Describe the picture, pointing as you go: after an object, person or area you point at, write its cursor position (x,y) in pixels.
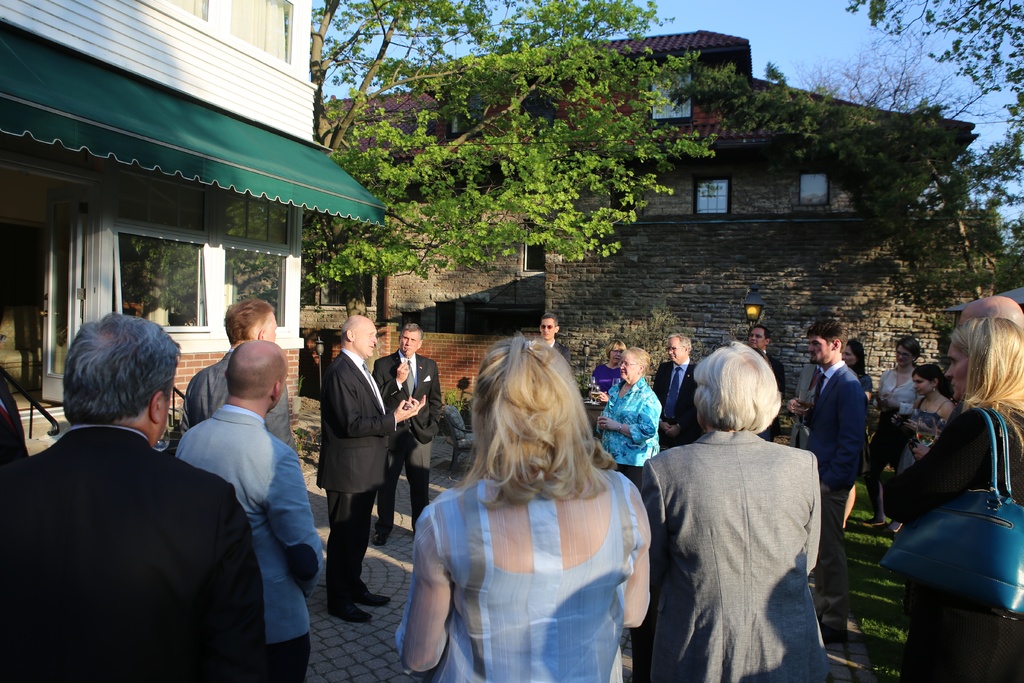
In this picture I can see house (284,216) and trees (380,274) in the middle (629,288) and in front of wall (806,301) I can see group of persons (341,470) standing on the floor (393,581) and at the top (618,31) I can see the sky (856,23).
